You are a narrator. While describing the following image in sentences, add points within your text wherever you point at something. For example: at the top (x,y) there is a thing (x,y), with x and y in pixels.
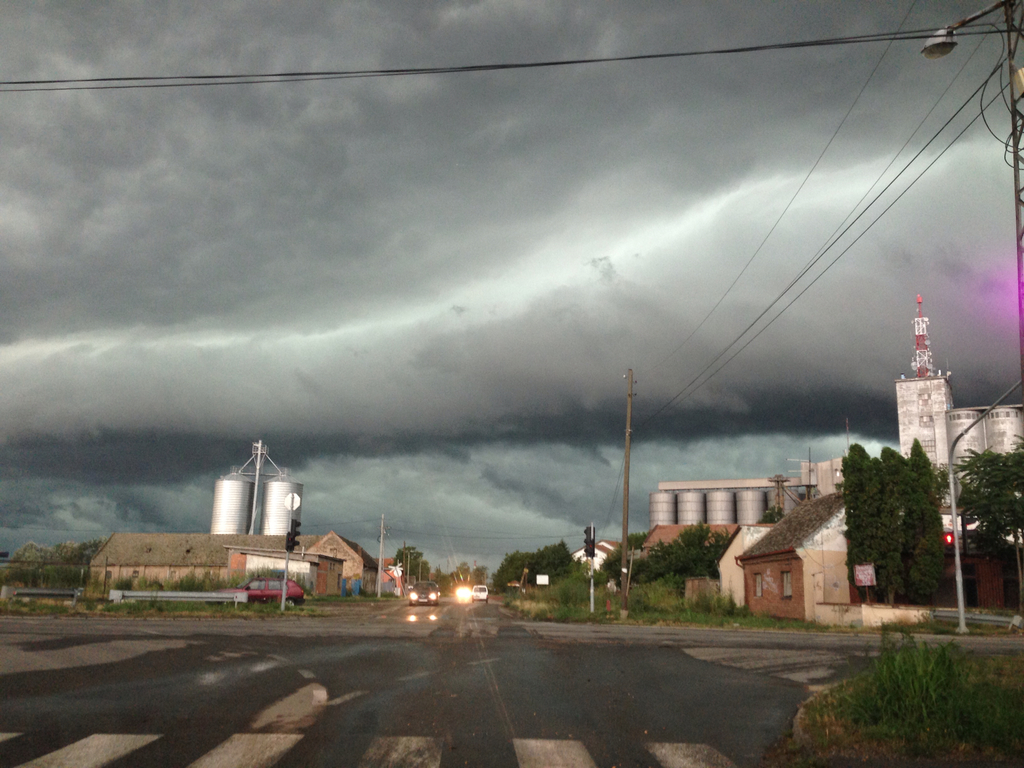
In this picture we can see vehicles (417,588) on the road (321,660), grass (295,612), trees (889,513), houses (837,586) with windows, poles (626,491), wires (624,463), containers (243,489) and in the background (455,254) we can see the sky (640,361) with clouds (591,375).
